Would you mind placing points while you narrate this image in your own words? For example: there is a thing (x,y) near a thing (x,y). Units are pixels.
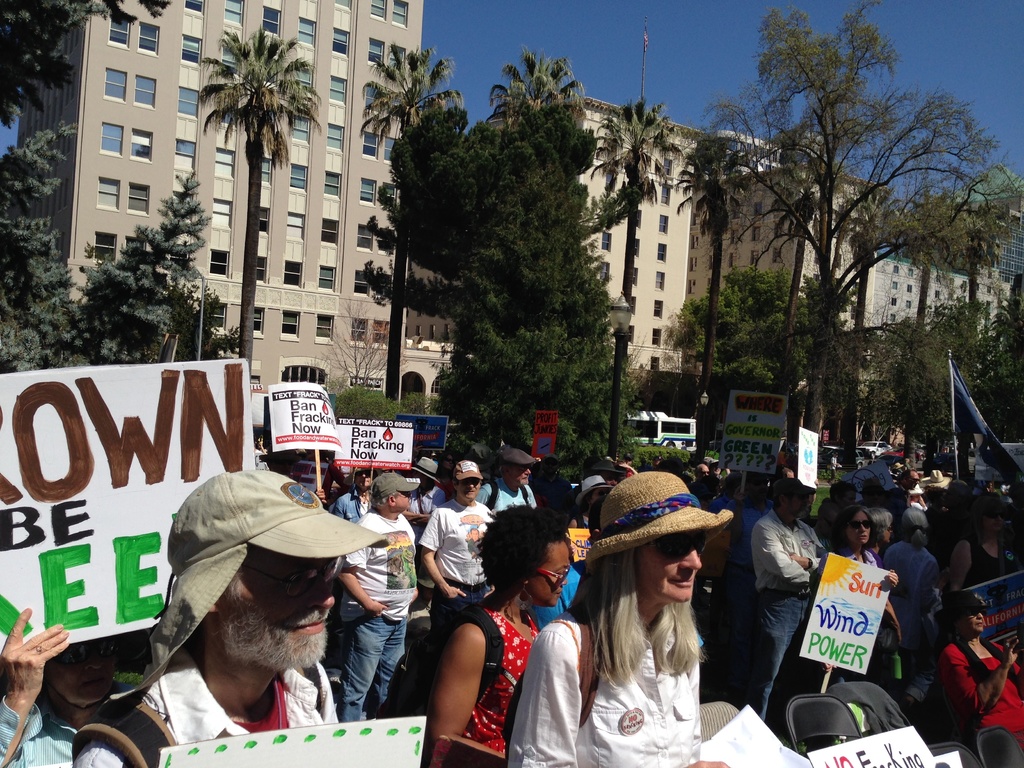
In the center of the image (479,447) we can see a few people (538,670) are standing. Among them, we can see a few people (698,703) are holding banners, few people (666,712) are wearing caps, one person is sitting on the chair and few people (608,666) are wearing glasses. And we can see chairs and a few other objects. On the banners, we can see some text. In the background (539,102) we can see the sky (672,43), buildings (69,219), windows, trees (995,338), vehicles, one flag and a few other objects (619,298).
